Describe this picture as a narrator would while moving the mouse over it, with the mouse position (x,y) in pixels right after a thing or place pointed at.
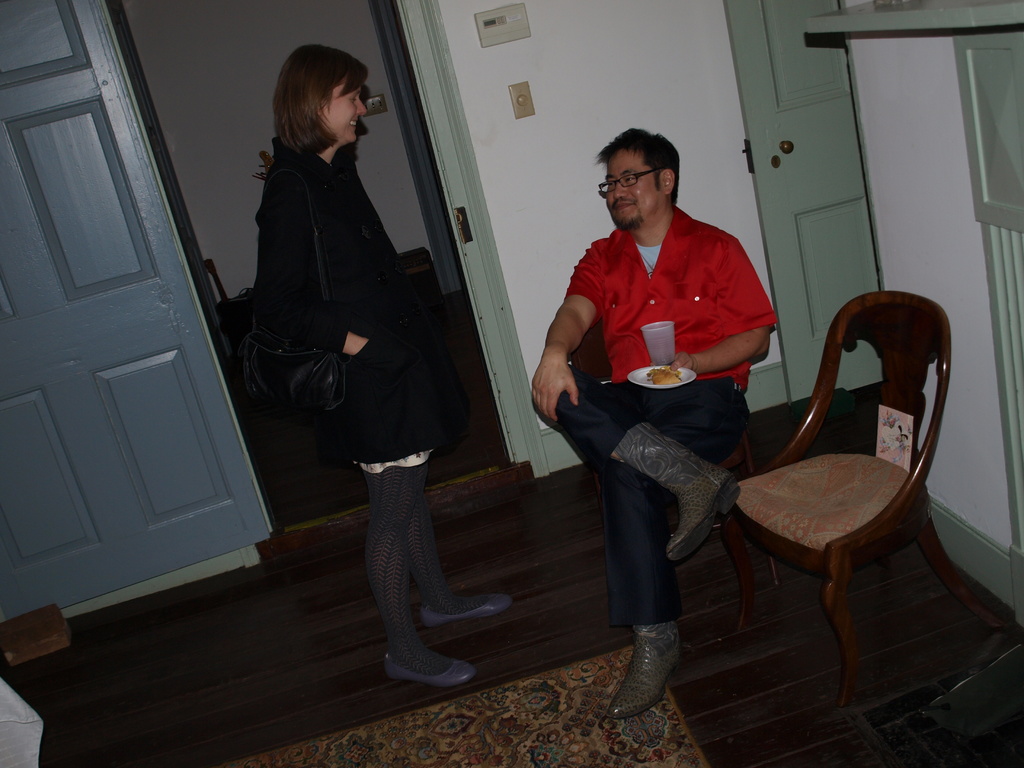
In the image we see there are two people (388,393) in a room (442,531) a man (656,431) is sitting and the woman (394,276) is standing.
